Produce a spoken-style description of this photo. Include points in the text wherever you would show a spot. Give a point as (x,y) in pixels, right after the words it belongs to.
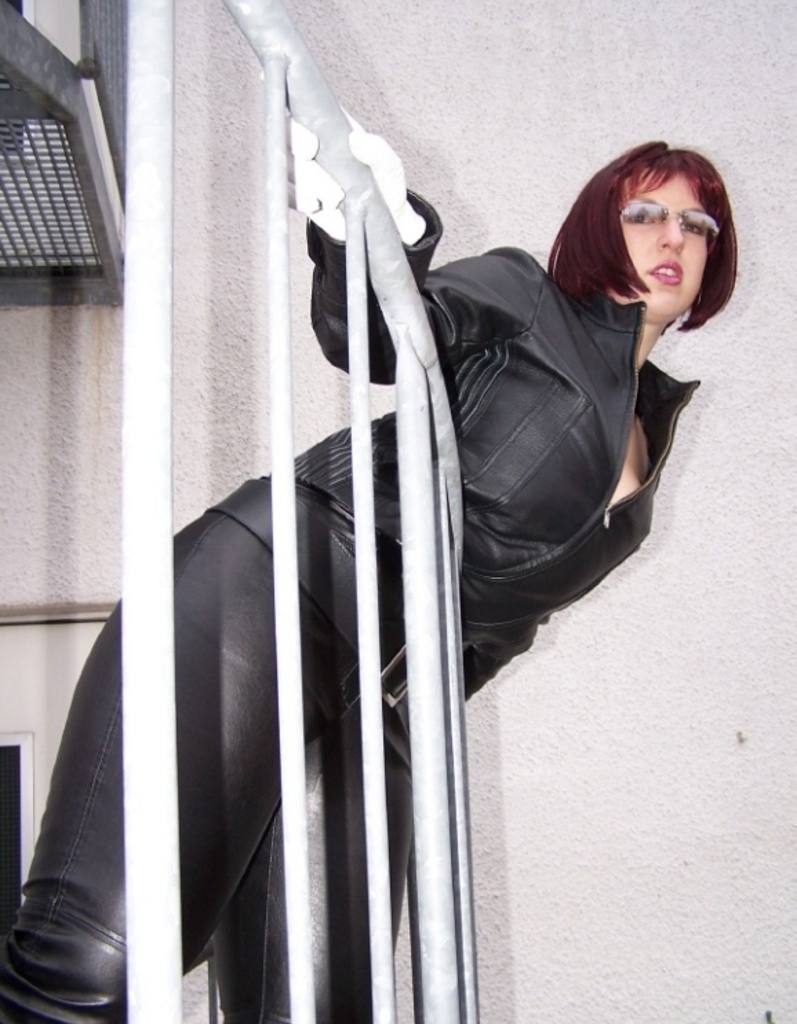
In this image, we can see a woman (553,551) in black dress (346,601). She wore gloves (398,223) and glasses (700,229). She standing near the railing (377,205). Background (553,66) we can see wall (510,72). On left side (75,190) we can see some grill (69,197) here.
